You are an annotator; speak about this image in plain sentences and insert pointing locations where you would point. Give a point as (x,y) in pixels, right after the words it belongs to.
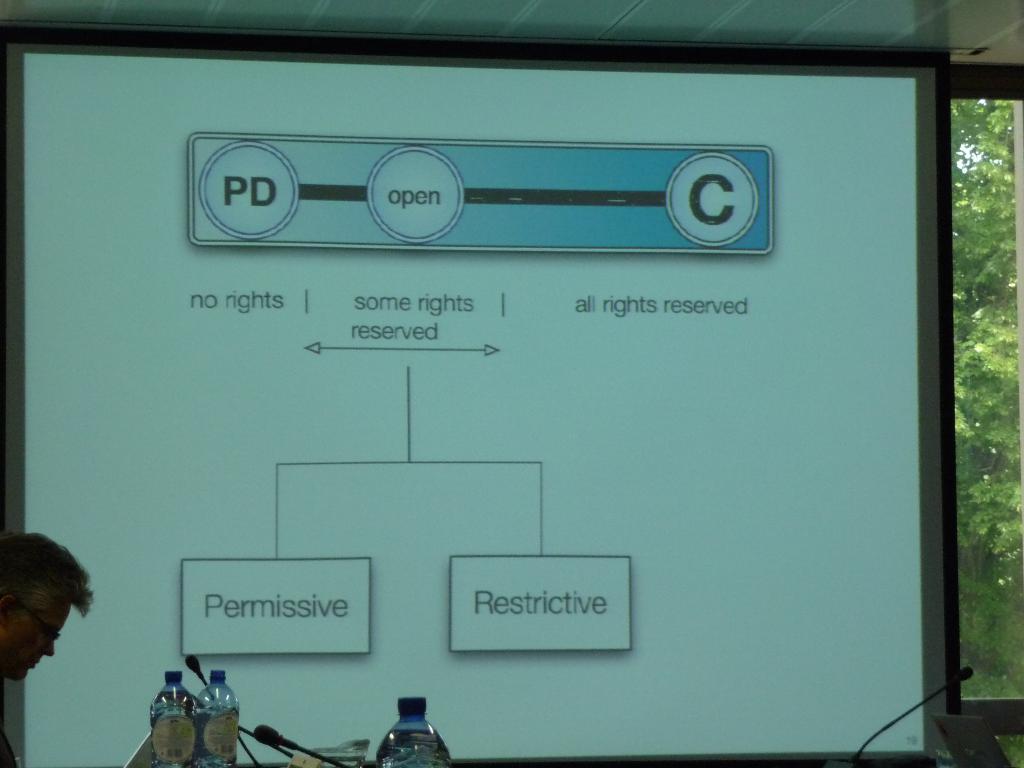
there are 3 plastic water bottles (389,759) and microphones (275,741). at the left (34,660) a person (16,646) is standing and watching laptop (142,763). at the back (209,581) there is a projector display (582,426). behind that there are trees (978,254).
